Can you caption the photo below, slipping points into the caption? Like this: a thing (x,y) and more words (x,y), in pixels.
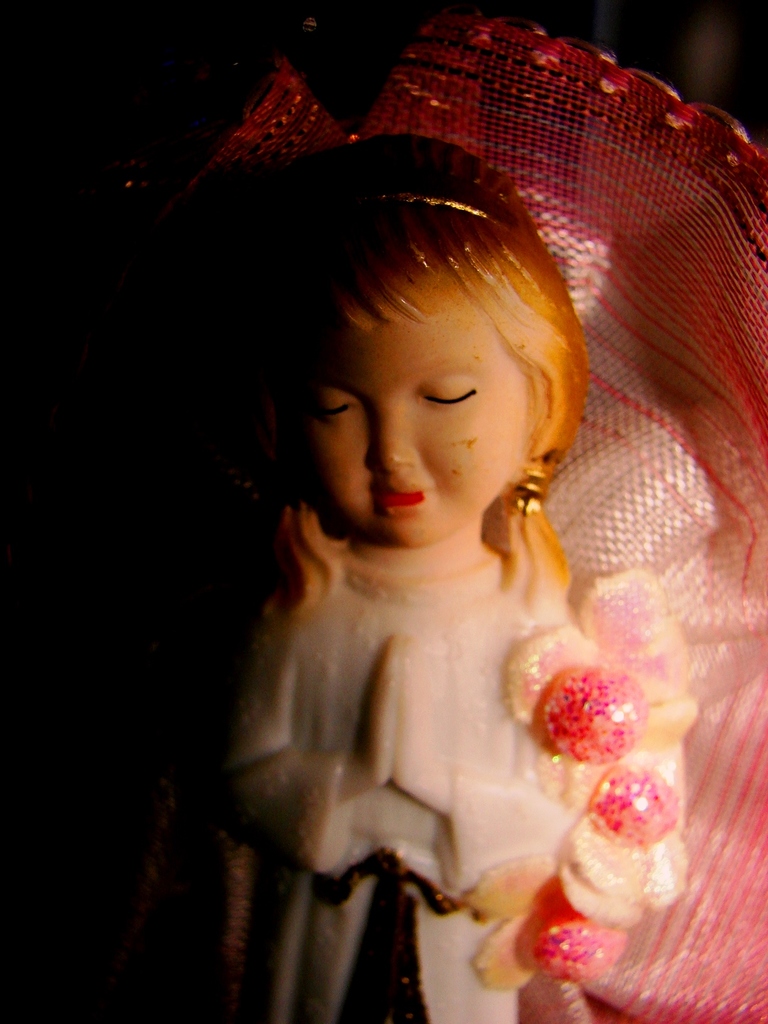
In this image we can see a toy (523,605) and it looks like a porcelain doll (477,450).
